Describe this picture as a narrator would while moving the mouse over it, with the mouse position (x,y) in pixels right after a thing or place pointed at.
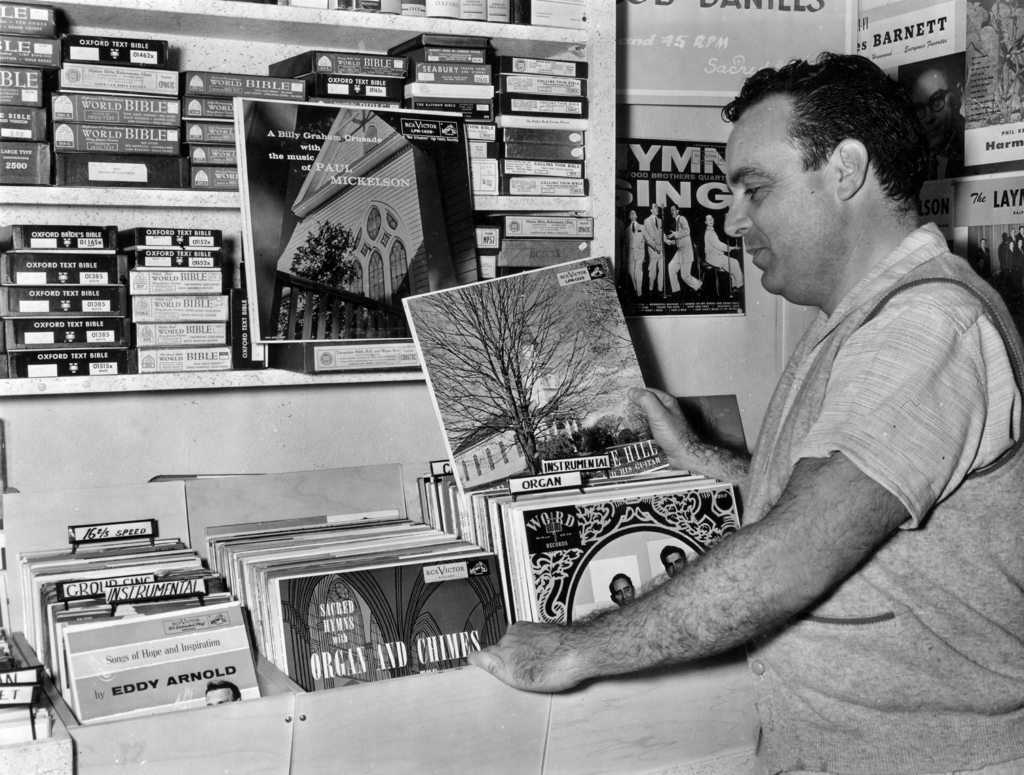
In this image we can see a man (733,550) standing and holding a record (652,457) in his hands (701,470). In the background (203,245) we can see many books (97,270) arranged in the shelves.
